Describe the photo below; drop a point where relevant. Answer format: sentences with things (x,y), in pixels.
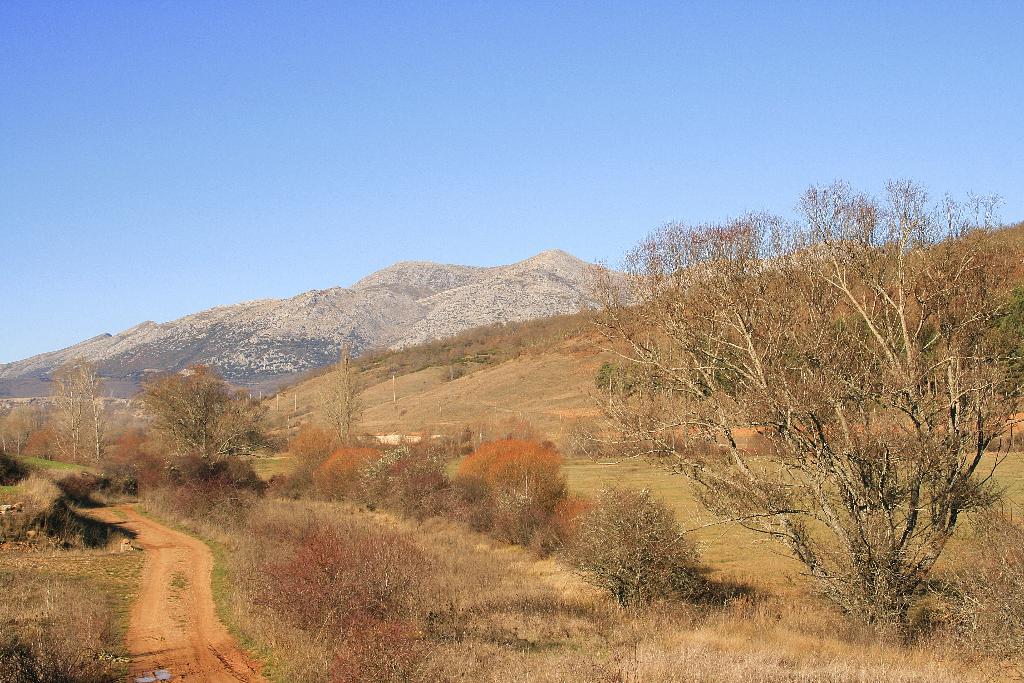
In this image we can see road (197,591), trees (962,463), plants (634,563), grass (744,563), hills (597,329), poles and sky (463,152).
